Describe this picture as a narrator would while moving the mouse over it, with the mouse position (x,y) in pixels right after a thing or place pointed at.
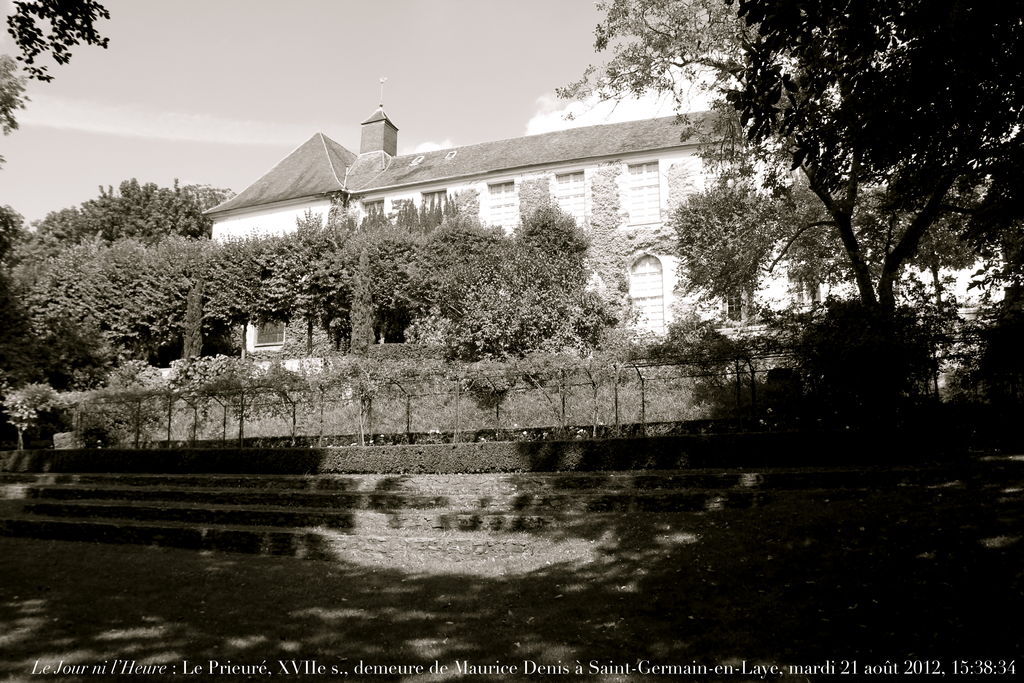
This image is in black and white where we can see steps (250,487), shrubs (402,443), trees (547,317) and house (454,163) and sky (346,120) with clouds (153,119) in the background (516,116).
